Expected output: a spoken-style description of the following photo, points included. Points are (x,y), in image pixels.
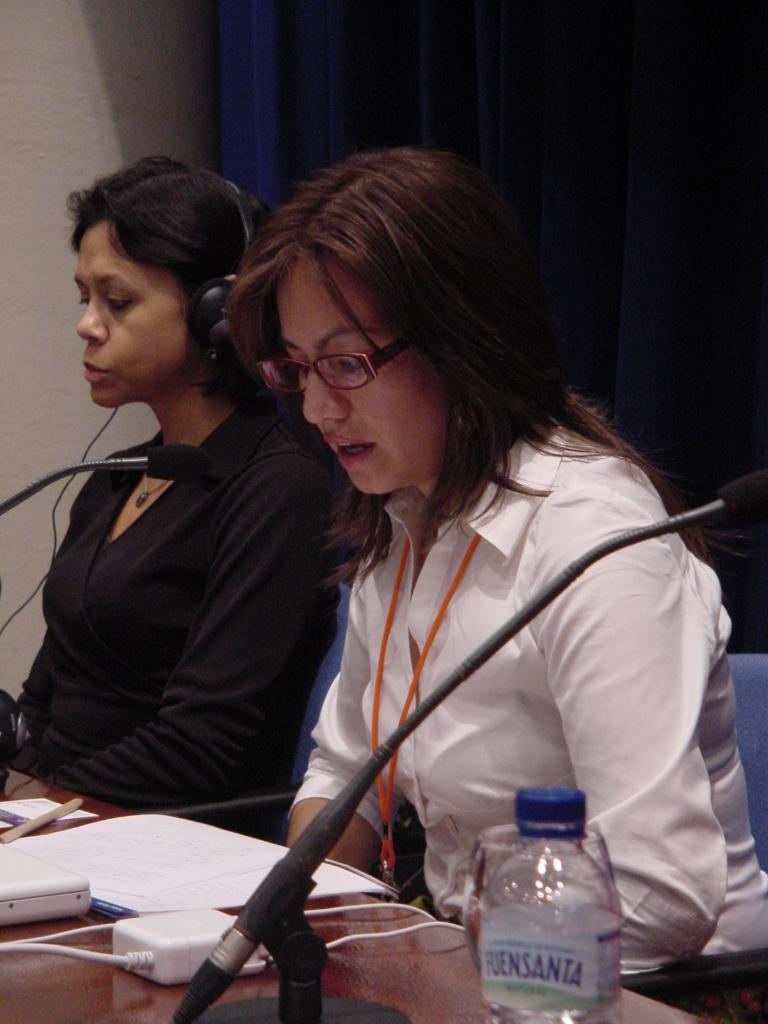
In this image there are two woman (224,586) who are sitting in the chair (738,719) and there is a table (16,1007) in front of them. On the table (360,952) there are papers (147,848), bottle (527,964), microphone (170,462) on it. The woman (161,413) to the left side (173,343) is having a headphones (201,330) on his head (144,399).
